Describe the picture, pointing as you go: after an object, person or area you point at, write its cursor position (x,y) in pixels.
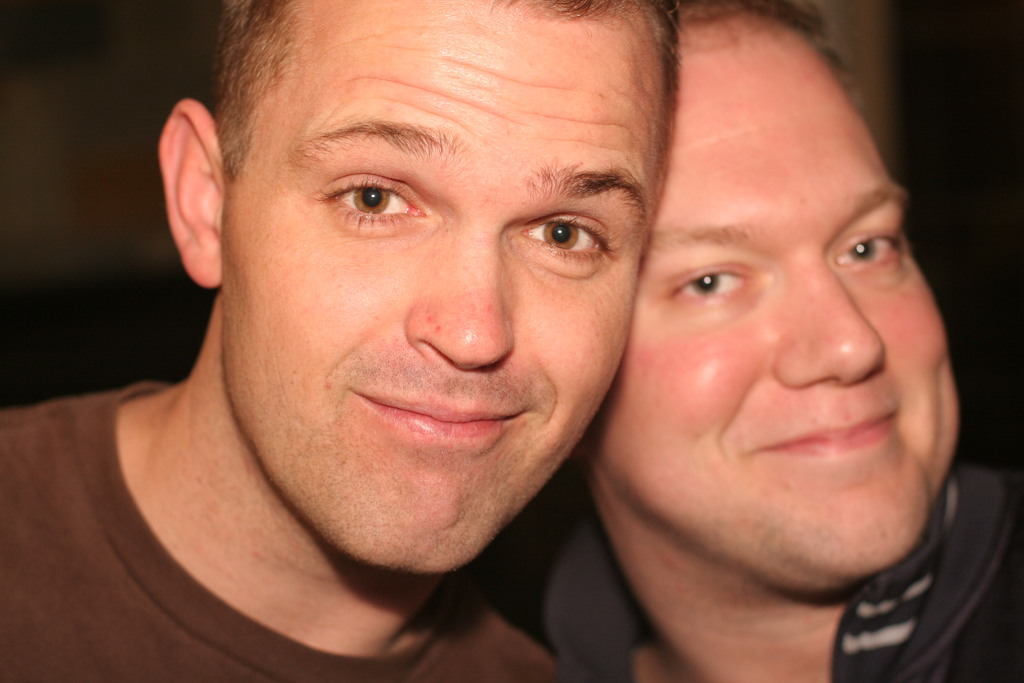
In this picture we can see two men (335,272) smiling and in the background (134,243) it is blurry.
